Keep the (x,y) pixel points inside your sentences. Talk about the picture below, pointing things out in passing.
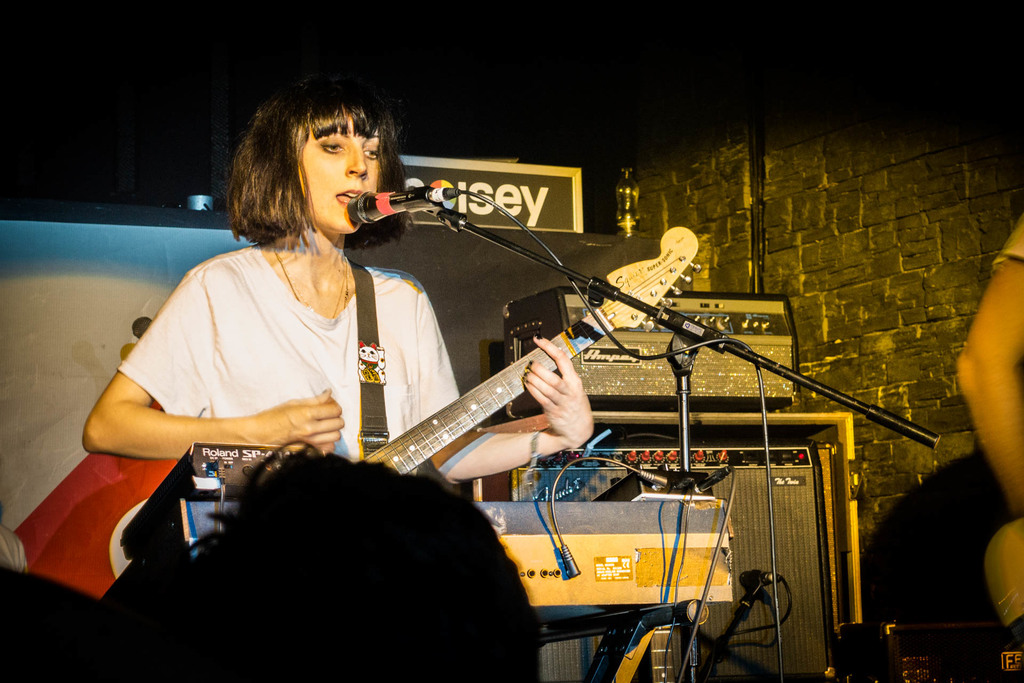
In this picture we can see woman (264,355) holding guitar (429,467) in her hands (316,444) and singing on mic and in front of her we can see some persons (397,571) and in background (696,360) we can see devices (721,360), speakers (745,438), wall (685,183), banner (89,300).
